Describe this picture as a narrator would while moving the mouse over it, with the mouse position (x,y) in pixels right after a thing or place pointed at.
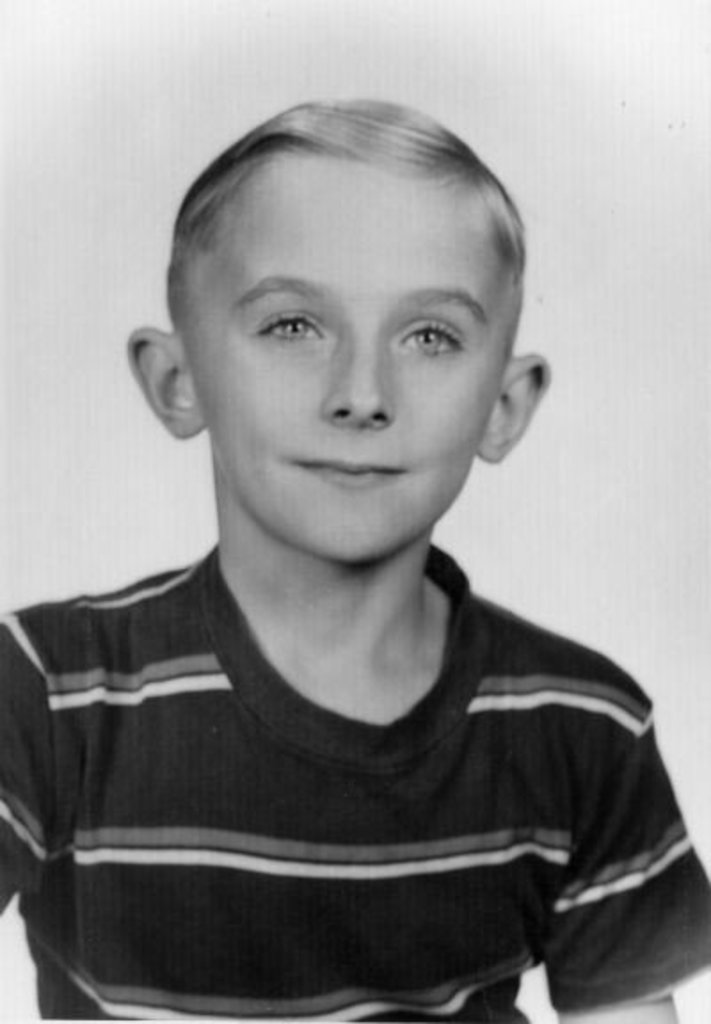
In this image, we can see a boy (305,759) is smiling and seeing.
